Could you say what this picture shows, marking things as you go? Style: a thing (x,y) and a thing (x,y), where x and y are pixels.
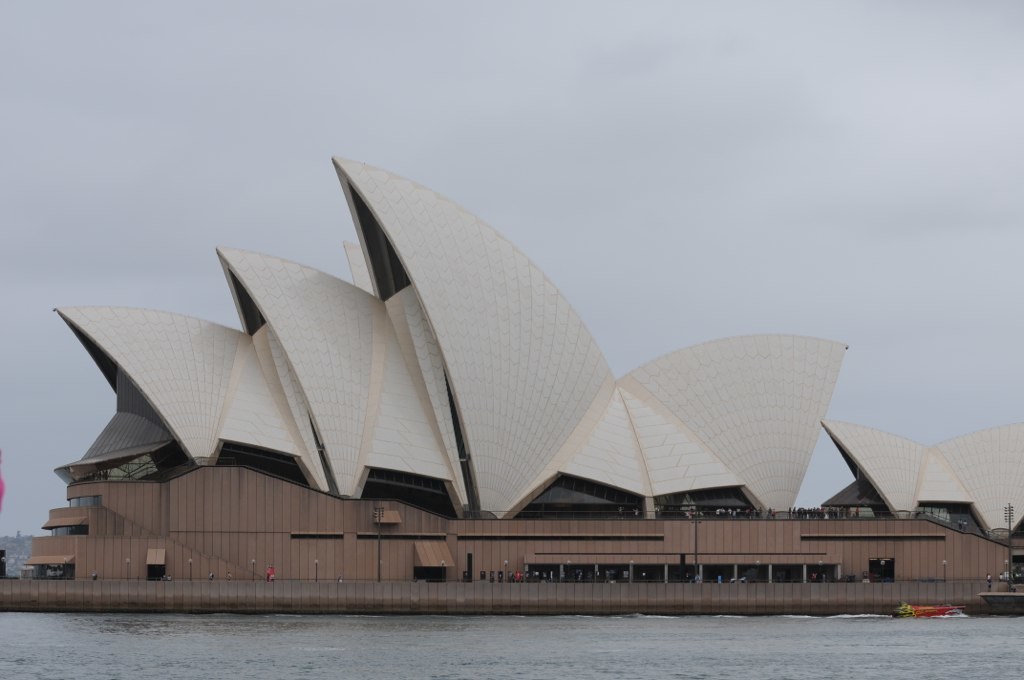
In this image there is a building (467,494) and we can see water (956,660). On the right (1009,565) there is a pole (1009,512). In the background (956,362) there is sky (607,69).
